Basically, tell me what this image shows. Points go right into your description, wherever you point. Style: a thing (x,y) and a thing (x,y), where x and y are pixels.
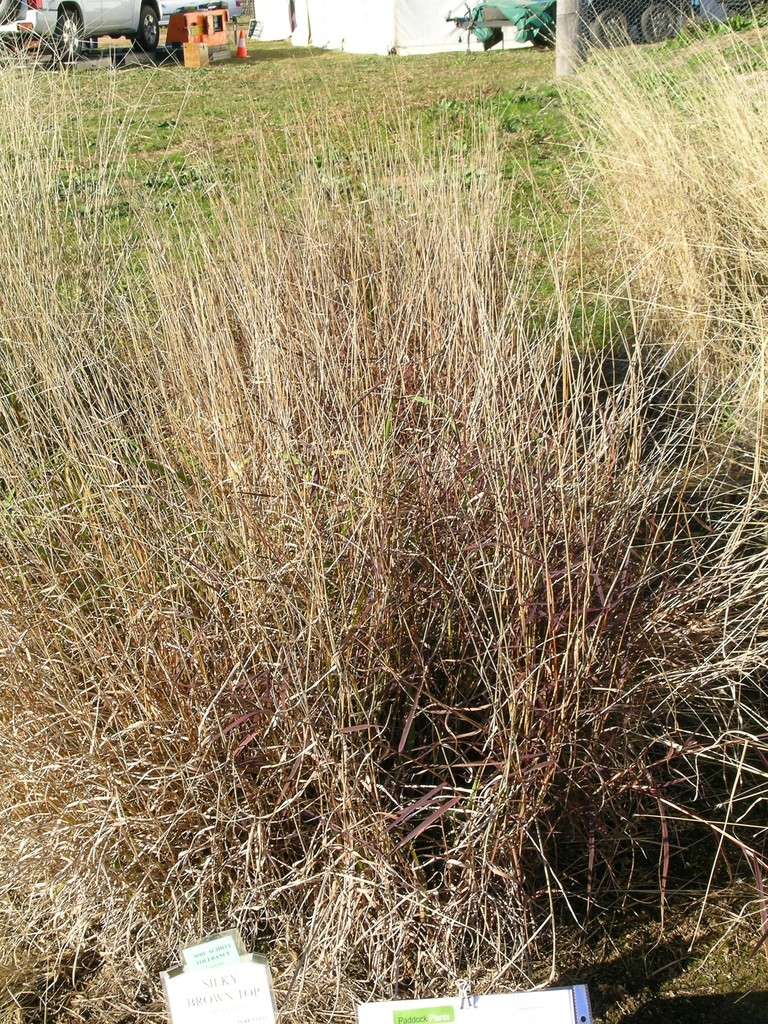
In this image there is grass (402,383) in the foreground (569,264), at the bottom (199,953) there may be some papers (183,983), at the top (322,21) there vehicles (152,34), may be wall (289,22), pole (560,52) visible.
